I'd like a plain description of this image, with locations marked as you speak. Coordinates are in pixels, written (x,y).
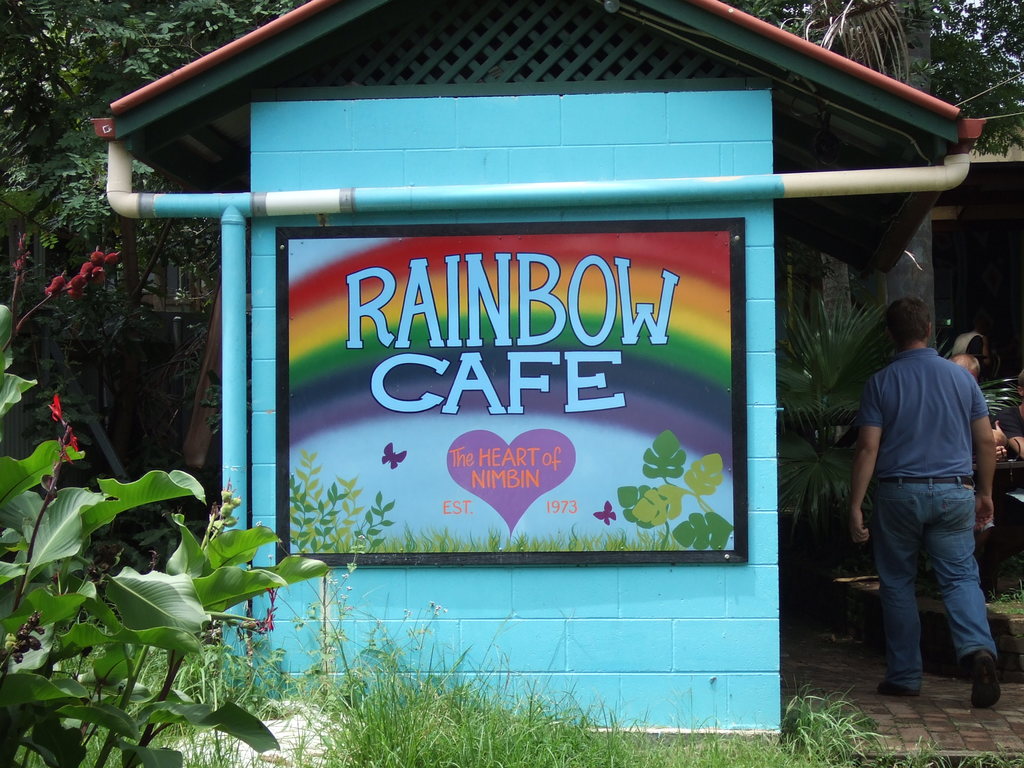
In this picture I can observe a cafe (625,591) which is in blue color. On the right side (858,541) there is a person (898,551) walking on the floor (885,707). I can observe some grass (840,761) and plants (275,667) in this picture. In the background (92,66) there are some trees (929,29).
